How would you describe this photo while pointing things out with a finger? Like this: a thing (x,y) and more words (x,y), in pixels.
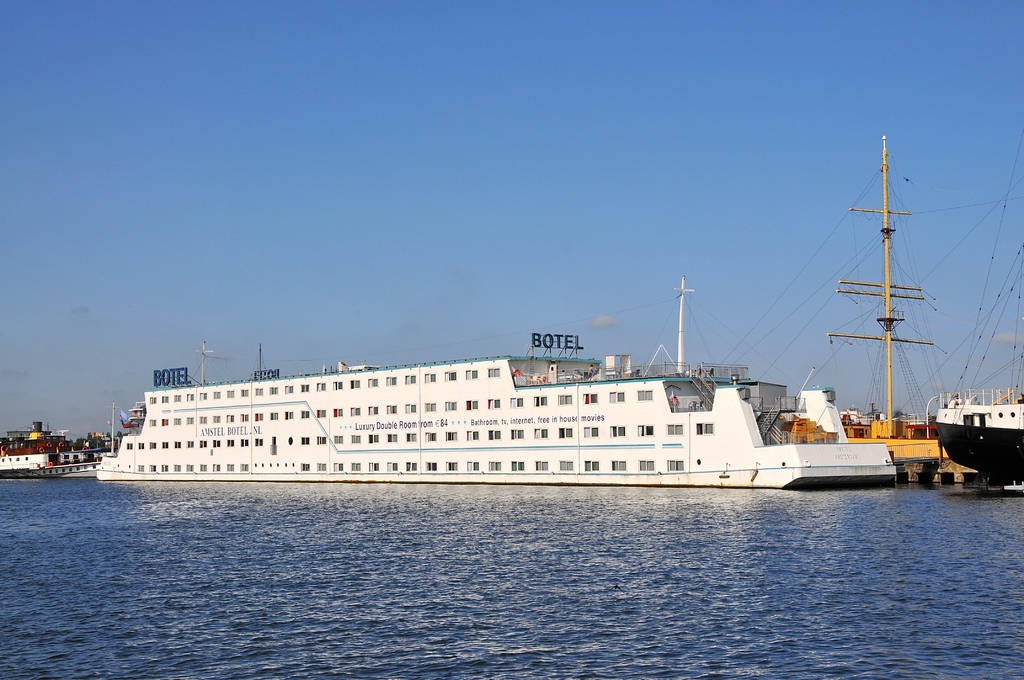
In this image I can see few ships (312,378) in different color. I can see few poles (884,232), wires (983,358) and water (908,508). The sky (571,174) is in blue color.
